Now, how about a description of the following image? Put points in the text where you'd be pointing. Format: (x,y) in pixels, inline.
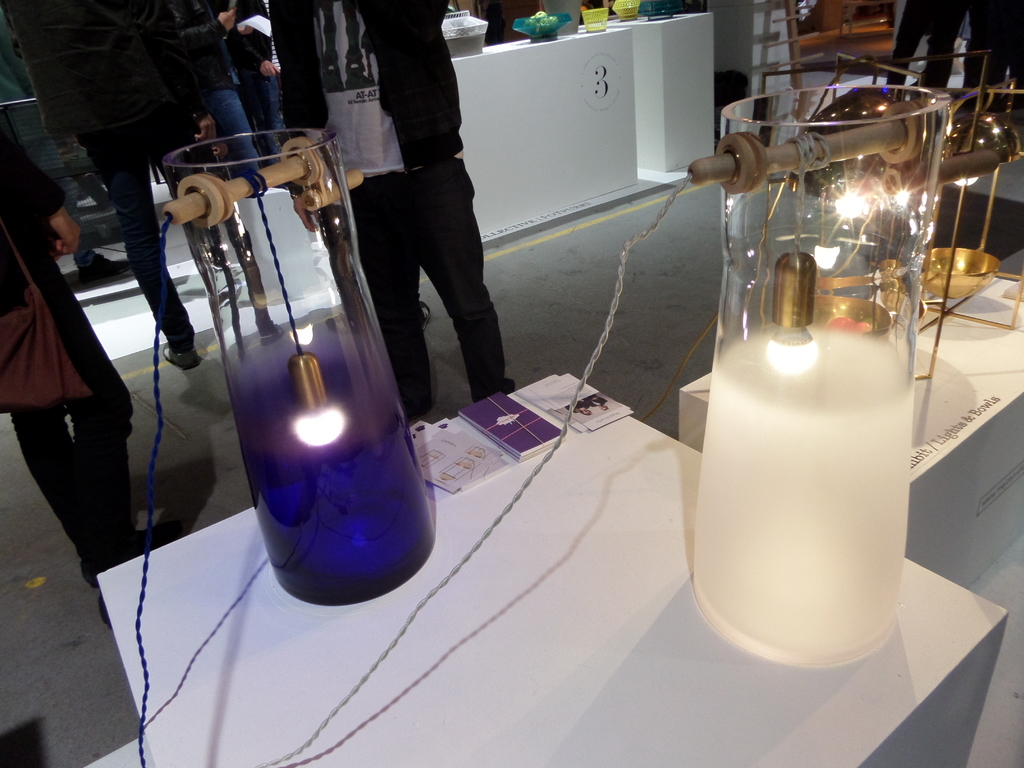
Here we can see lights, jars (324,539), wires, tables (639,739), books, and objects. There are few persons (414,306) standing on the floor (651,326).
